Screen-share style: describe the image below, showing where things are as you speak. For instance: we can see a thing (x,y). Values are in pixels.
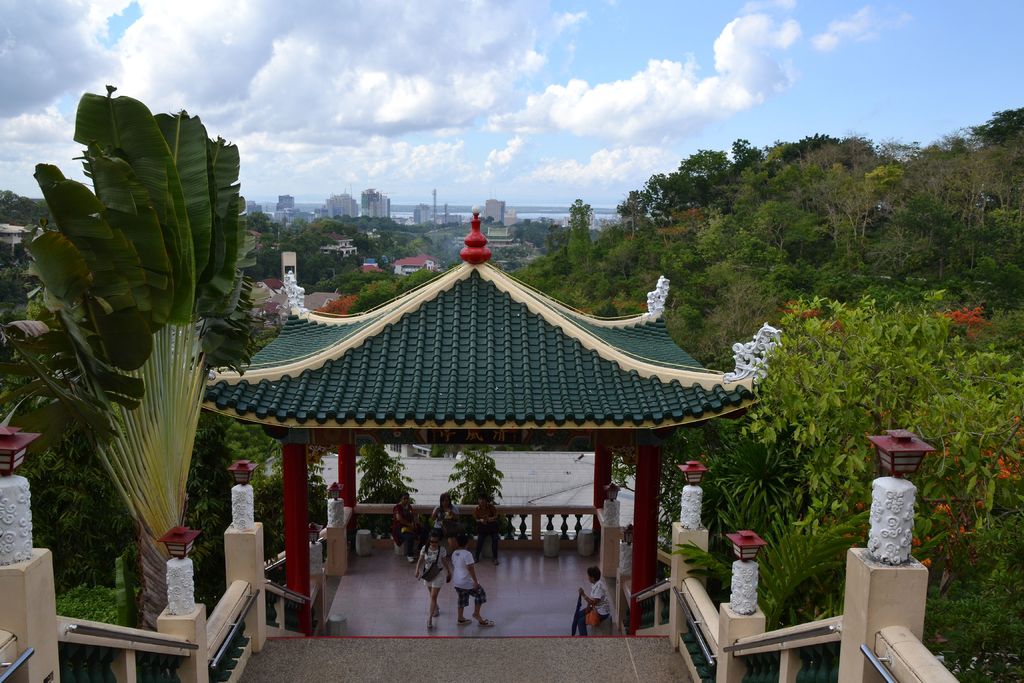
In this picture there are three persons (591,622) were standing near to the stairs (594,661). In the background (637,229) i can see the building (16,224), trees (362,278) and water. At a top I can see the sky (555,23) and clouds (492,43). In the bottom left corner (41,660) I can see the stairs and railing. On the right (972,438) I can see some flowers (840,327) on the plant (910,333). In the center (470,421) there is a roof shed (418,393).
